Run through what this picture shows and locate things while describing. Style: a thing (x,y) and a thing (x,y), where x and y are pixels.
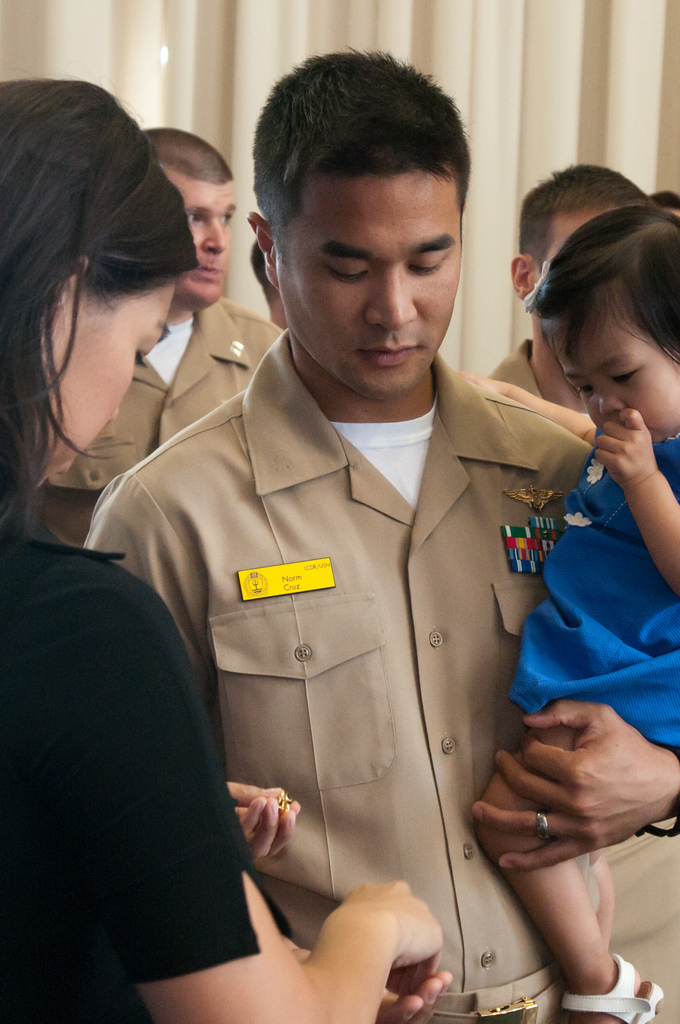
In this image I can see a person (334,558) wearing brown color uniform (371,646) is holding a baby (662,496) who is wearing blue and white colored dress (579,577). I can see a woman (123,694) wearing black colored dress (111,801). In the background (243,319) I can see few other persons (205,325) standing and the cream colored curtain (544,59).
